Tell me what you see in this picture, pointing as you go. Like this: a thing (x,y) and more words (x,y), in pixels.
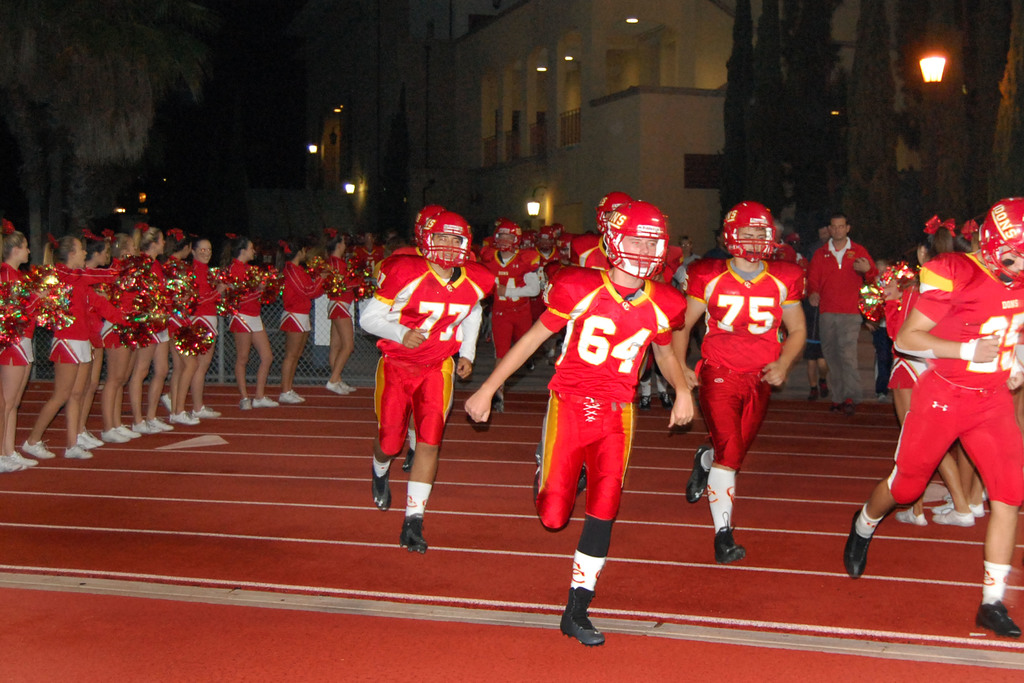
In this image it seems like there are few football players (671,376) who are running on the floor (609,612). At the bottom (453,602) there is a red track (351,541). On the left side (176,302) there are cheer girls (203,301) standing on the floor (143,401) one beside the other by holding the pom-poms (59,297). In the background (441,67) there are buildings (441,67) with the lights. On the left side (88,123) top there are trees (88,93).
